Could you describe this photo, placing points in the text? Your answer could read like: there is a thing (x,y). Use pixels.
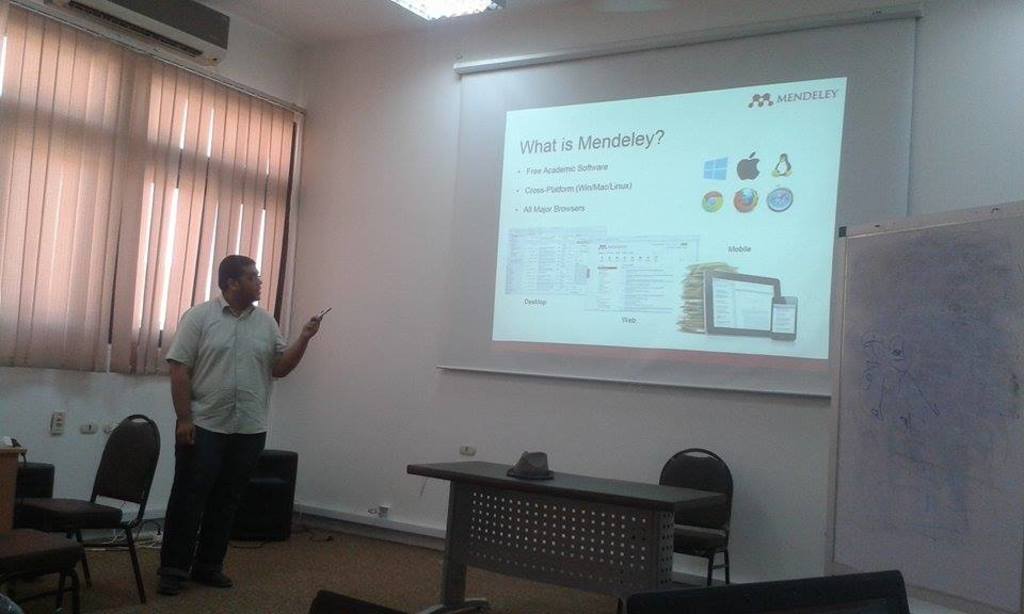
In the image we can see there is a person (217,430) who is standing and holding a remote (318,313) in his hand (306,330) and the wall (342,334) there is a screen (583,146) and there is a table (531,540) and chair (718,511) on the room (429,545).
